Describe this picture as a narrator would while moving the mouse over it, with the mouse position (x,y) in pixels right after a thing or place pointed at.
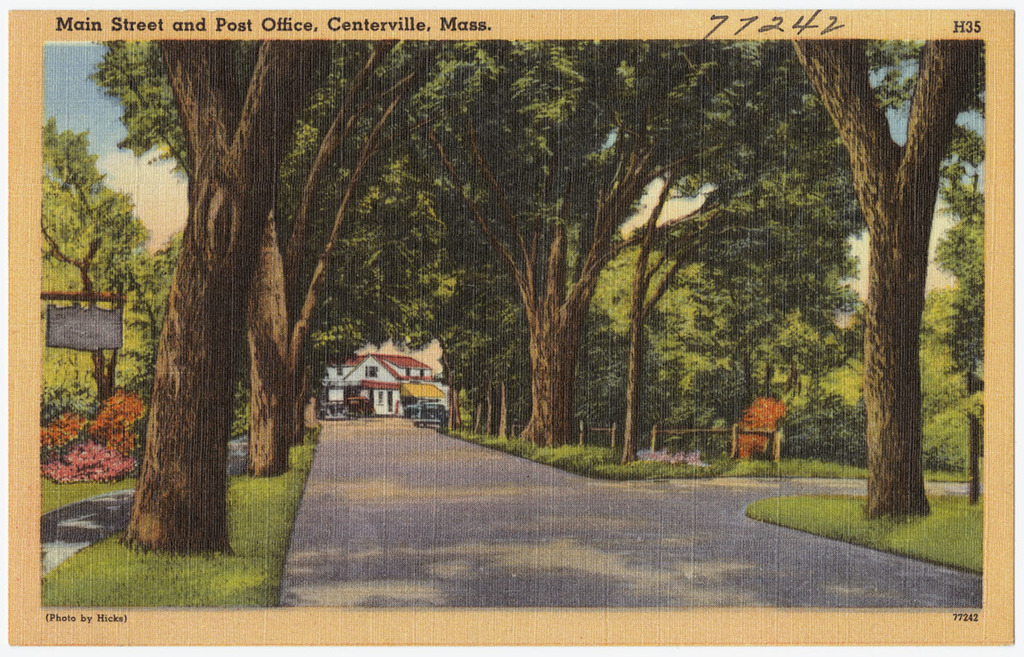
In the picture we can see a painting (24,27) of the road (430,460) and on the either sides of the road (433,472) we can see grass path (574,449) and trees (966,418) on it and in the background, we can see a house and at the top of the tree (265,362) we can see a part of the sky (167,195) with clouds (177,221), and on the top of the painting (913,522) it is written as main street and post office, Centerville, Mass.
